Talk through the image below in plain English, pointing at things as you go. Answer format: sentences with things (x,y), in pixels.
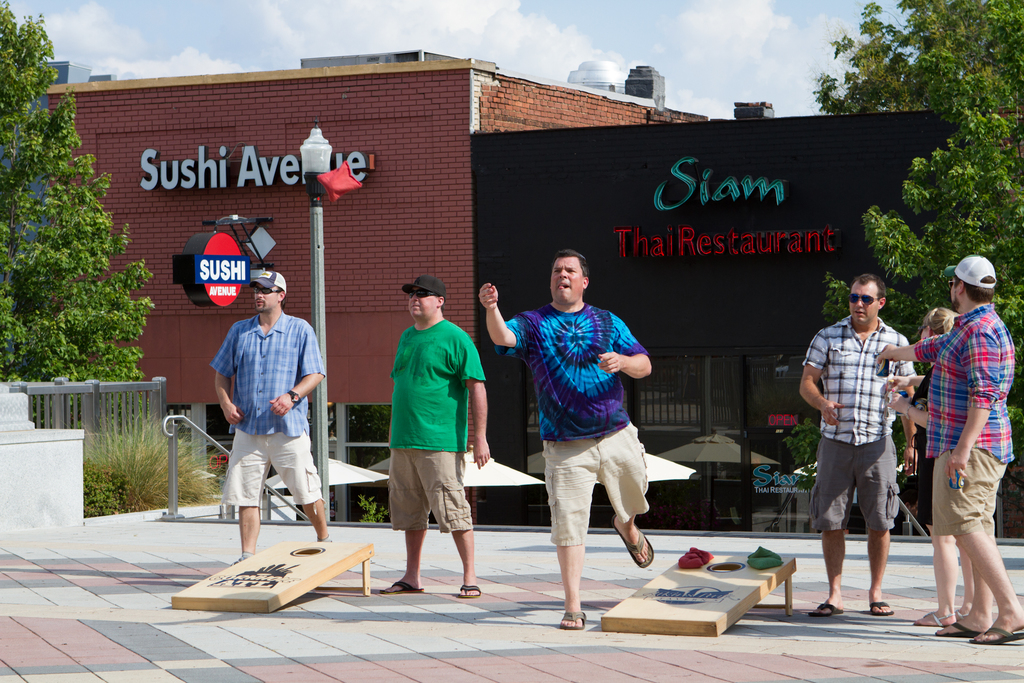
In this image there are a few people (433,365) standing, beside them on the floor (221,541) there is a wooden plank (684,621) with some objects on it, behind them there are metal rod fence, poles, trees (32,228), tents (349,466) and buildings (451,268), on the buildings (423,204) there are name boards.
